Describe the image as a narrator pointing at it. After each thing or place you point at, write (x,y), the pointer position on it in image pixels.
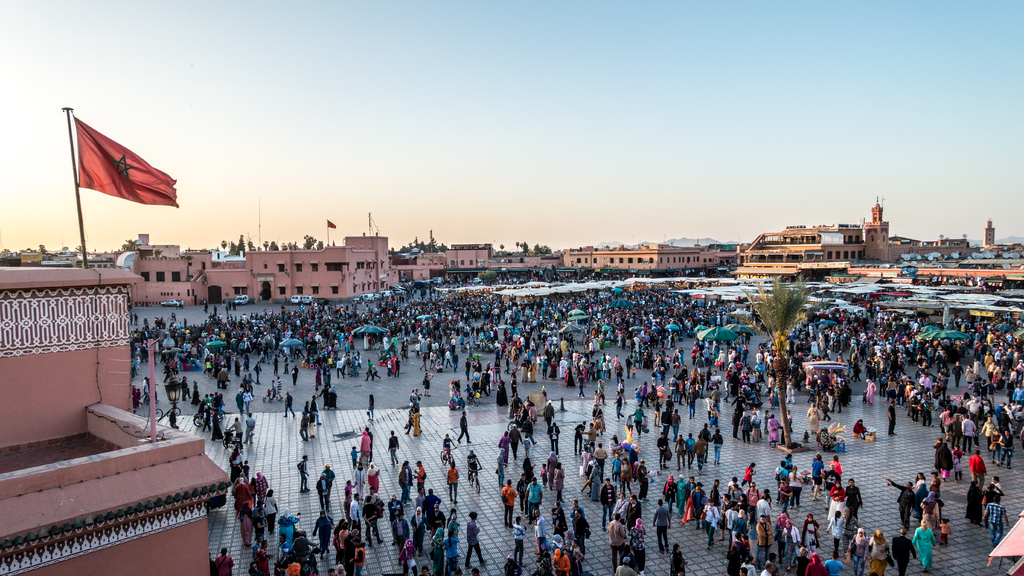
In this picture, there are group of people (673,307) scattered around. In the center (611,264), there are buildings (880,220) which are in pink in color. Towards the left (167,198), there is a flag (168,182). On the top (491,113), there is a sky (518,152).
